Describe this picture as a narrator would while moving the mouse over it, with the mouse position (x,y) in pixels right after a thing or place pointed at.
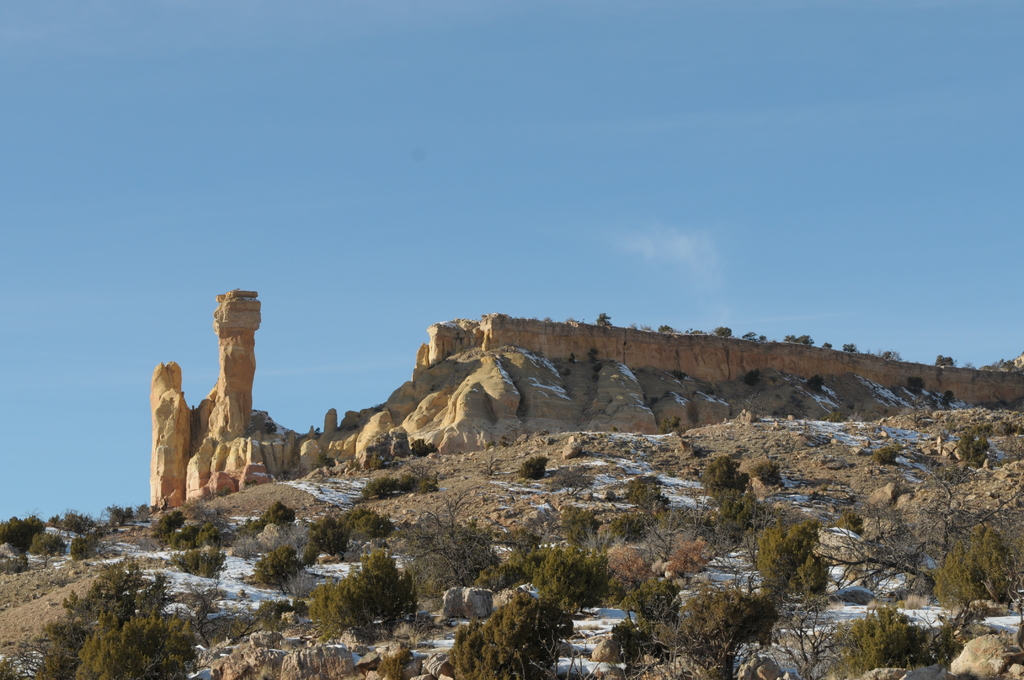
In this picture I can see trees (654,605), rocks (558,428), and in the background (698,208) there is sky (668,138).
